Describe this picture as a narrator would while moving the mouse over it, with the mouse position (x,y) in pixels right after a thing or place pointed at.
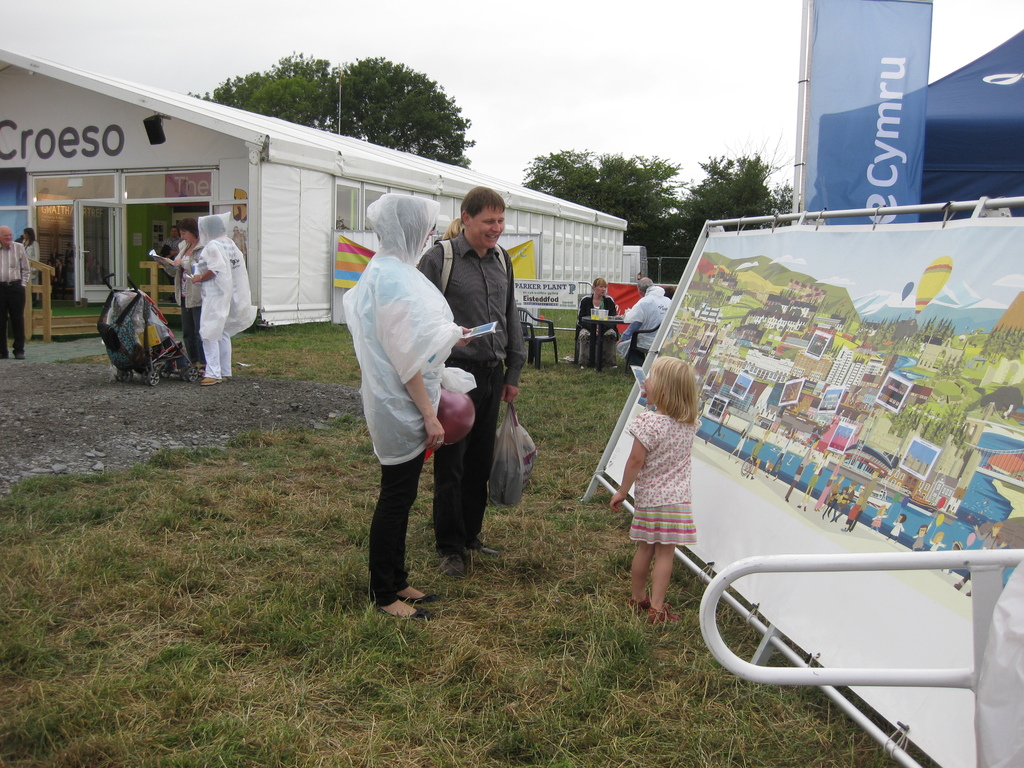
In this image I can see an open grass ground (4,497) and on it I can see number of people (417,316) where few are sitting on chairs (548,318) and rest all are standing. On the right side of this image (874,128) I can see few blue colour things (859,115), few iron poles (880,676) and a painting (796,257) on white colour thing (867,593). On the left side of this image (149,104) I can see a stroller (144,307), a building (308,261) and I can also see something is written on the building (174,127). In the background (420,132) I can see number of trees (608,170) and the sky (553,113).
